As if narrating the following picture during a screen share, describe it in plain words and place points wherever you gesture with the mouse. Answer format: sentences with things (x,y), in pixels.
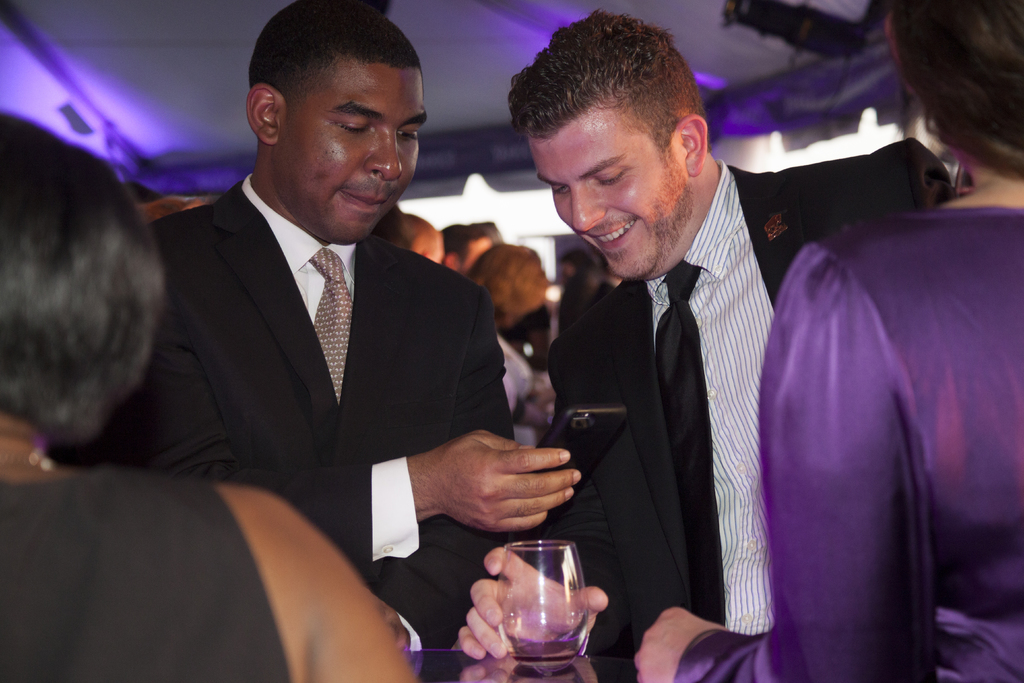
In this picture we can see a group of people (222,282), one person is smiling, one person (244,294) is holding a mobile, and other person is holding a glass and in the background (234,108) we can see a roof (223,74).
